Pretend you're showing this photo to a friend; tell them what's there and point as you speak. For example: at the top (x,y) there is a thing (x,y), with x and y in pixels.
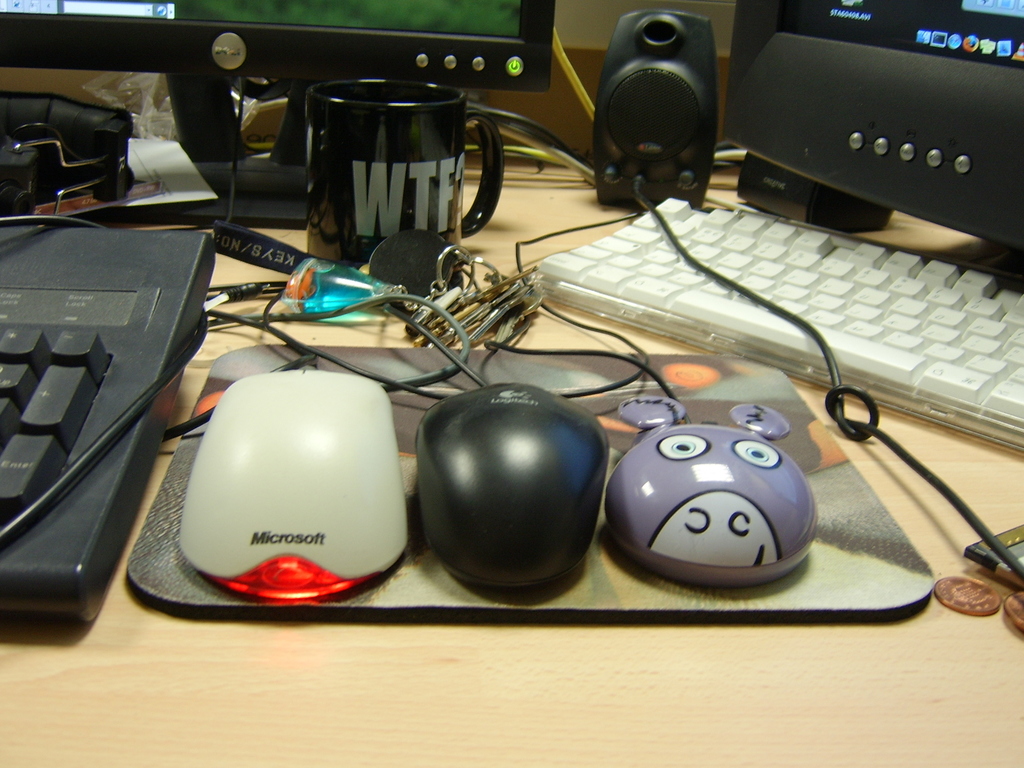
This picture seems to be clicked inside. In the foreground (831,724) there is a wooden table (589,721) on the top of which we can see a mouse pad (833,459), mouses (342,526), keyboards (41,371), monitors (804,64), mug (407,123), speaker (625,168) and some other items (964,583) are placed. In the background (520,141) we can see the cables (518,123).
